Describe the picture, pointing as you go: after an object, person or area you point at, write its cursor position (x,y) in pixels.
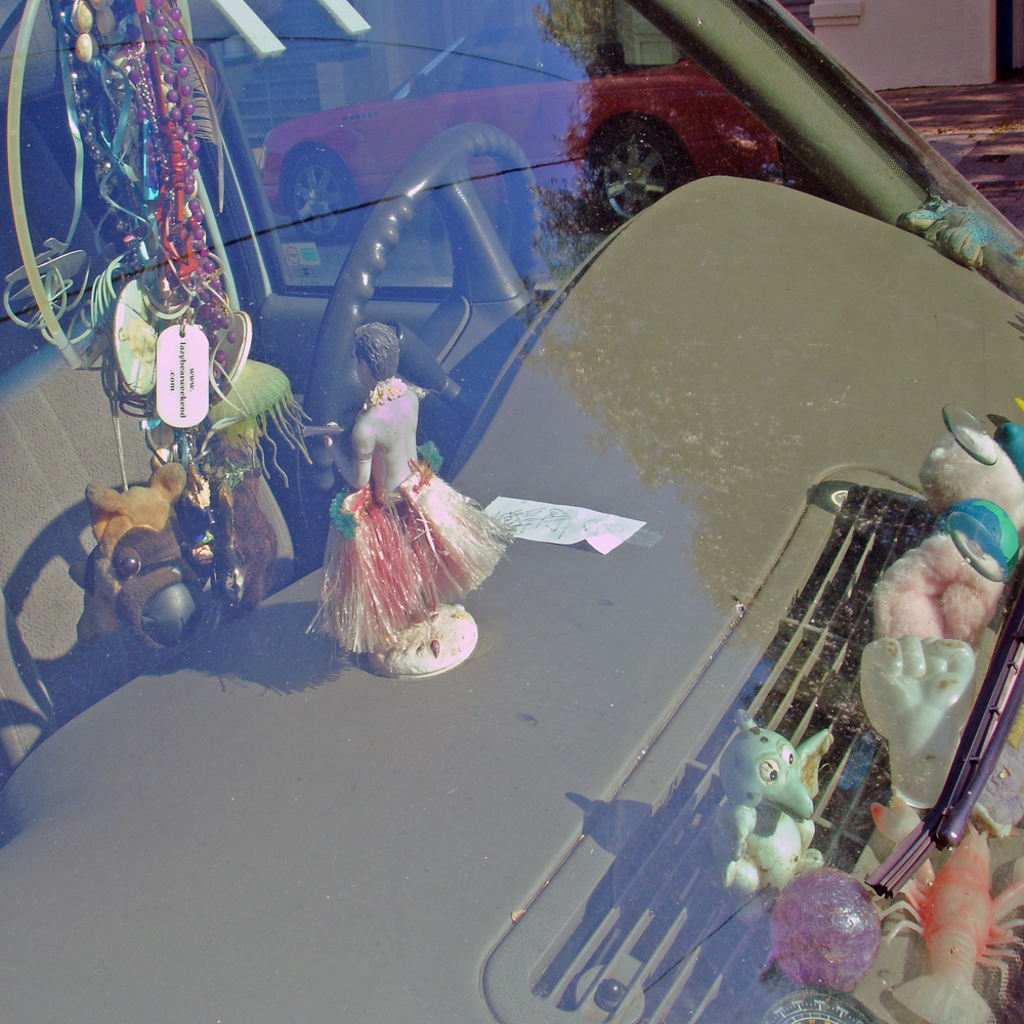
This picture might be taken from outside of the glass window (544,385). In this image, in the middle (390,395), we can see a toy (390,395), inside the glass window (238,383), we can see a steering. In the background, we can also see another car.
